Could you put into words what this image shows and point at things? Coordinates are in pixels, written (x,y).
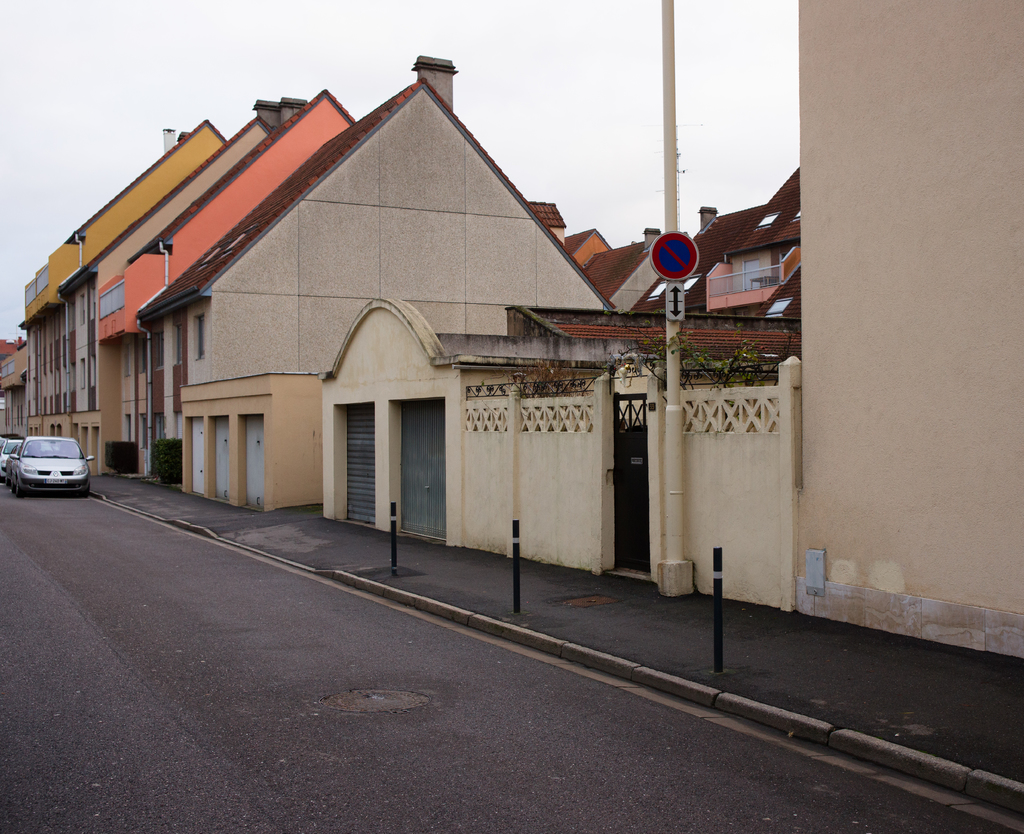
There are cars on the road (188,725). Here we can see plants (126,470), houses (297,406), pole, and a board (677,248). In the background (700,151) there is sky (65,65).
